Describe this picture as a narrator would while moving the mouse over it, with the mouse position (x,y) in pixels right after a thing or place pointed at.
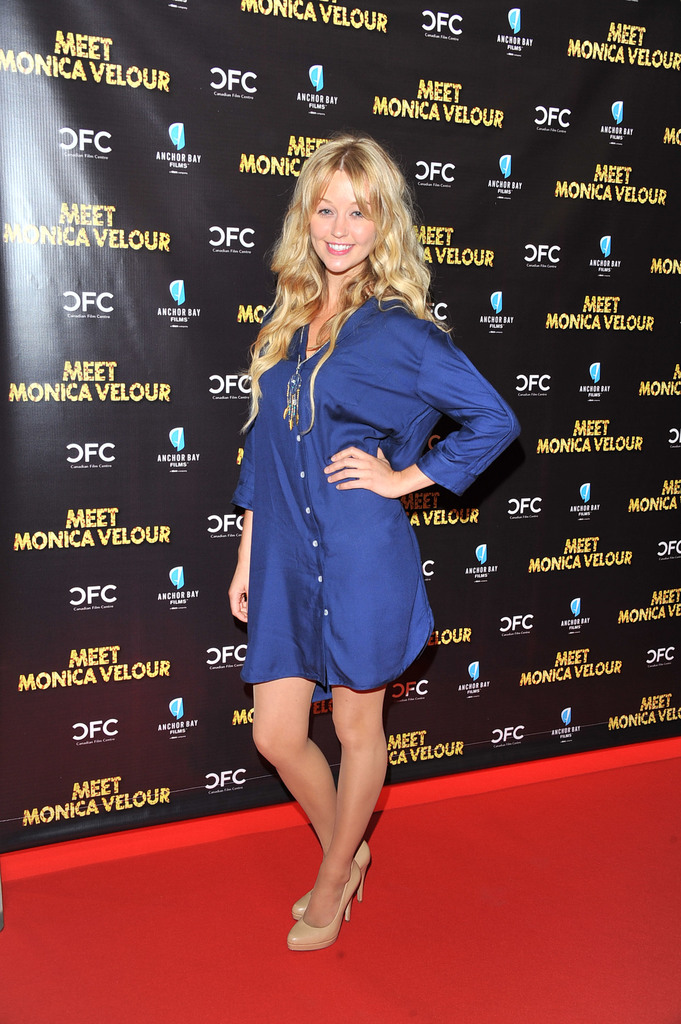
A beautiful woman (309,582) is standing, she wore blue color dress (331,626). Behind her there is a banner (244,392) in black color.
